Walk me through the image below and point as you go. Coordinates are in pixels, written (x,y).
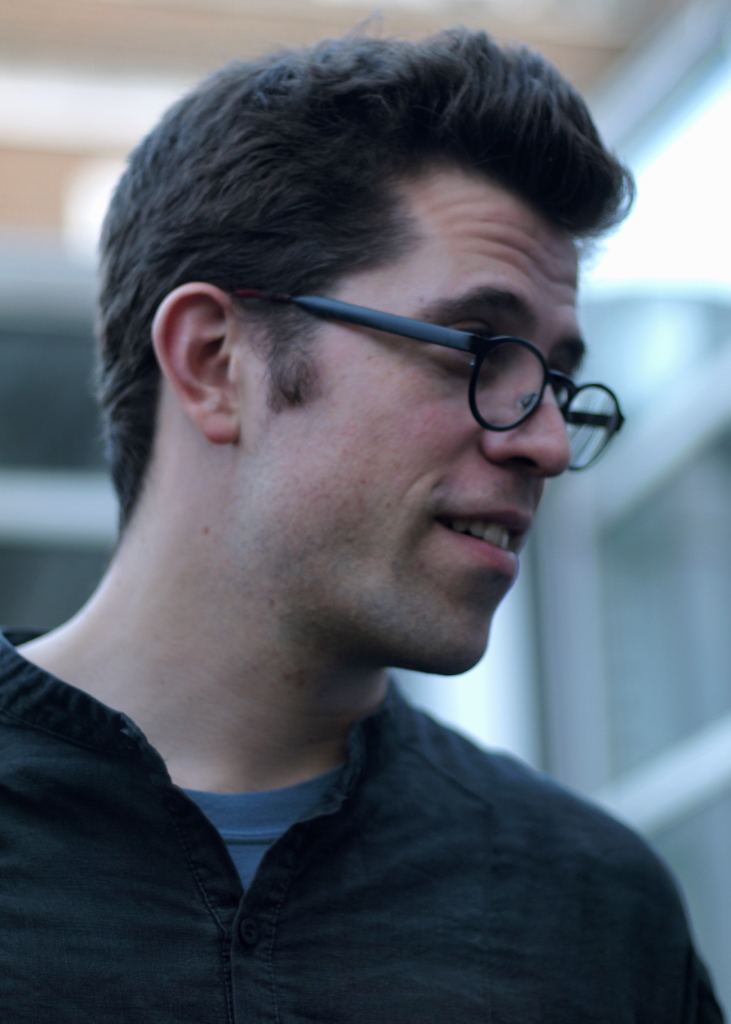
In this image I can see a person (382,903) wearing a black color shirt (260,884) and wearing a spectacle (532,344) and his mouth (458,538) is open.
